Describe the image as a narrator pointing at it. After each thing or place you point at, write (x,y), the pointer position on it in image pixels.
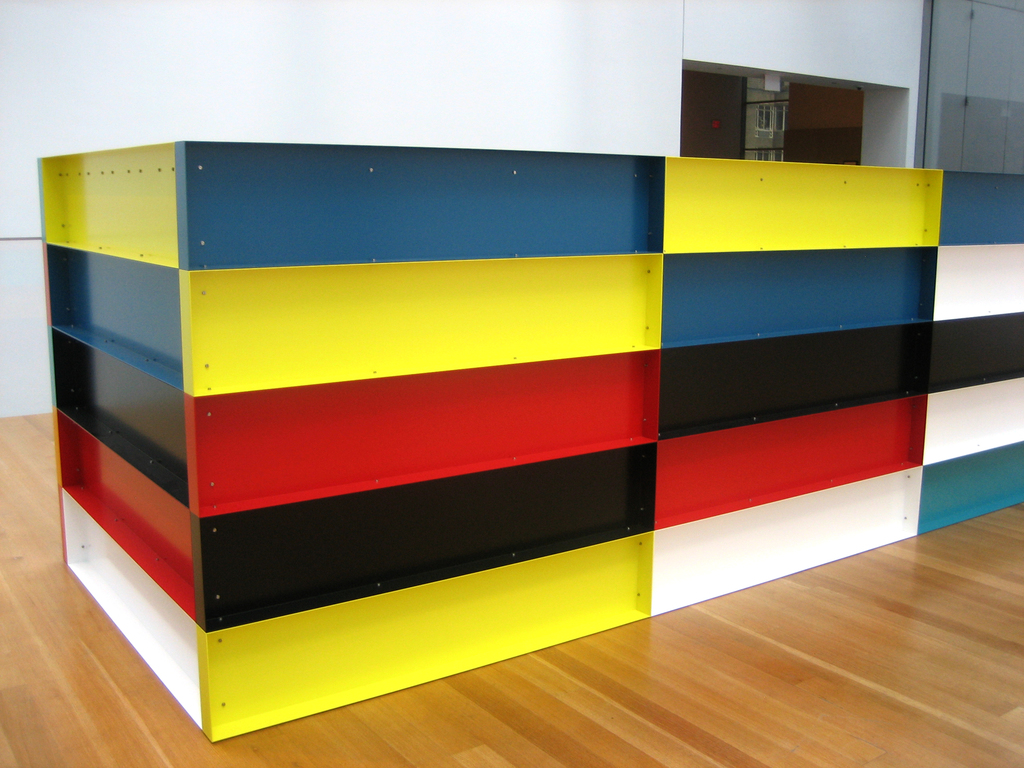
In this picture we can see an object (577,518) on a wooden platform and in the background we can see a wall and some objects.
